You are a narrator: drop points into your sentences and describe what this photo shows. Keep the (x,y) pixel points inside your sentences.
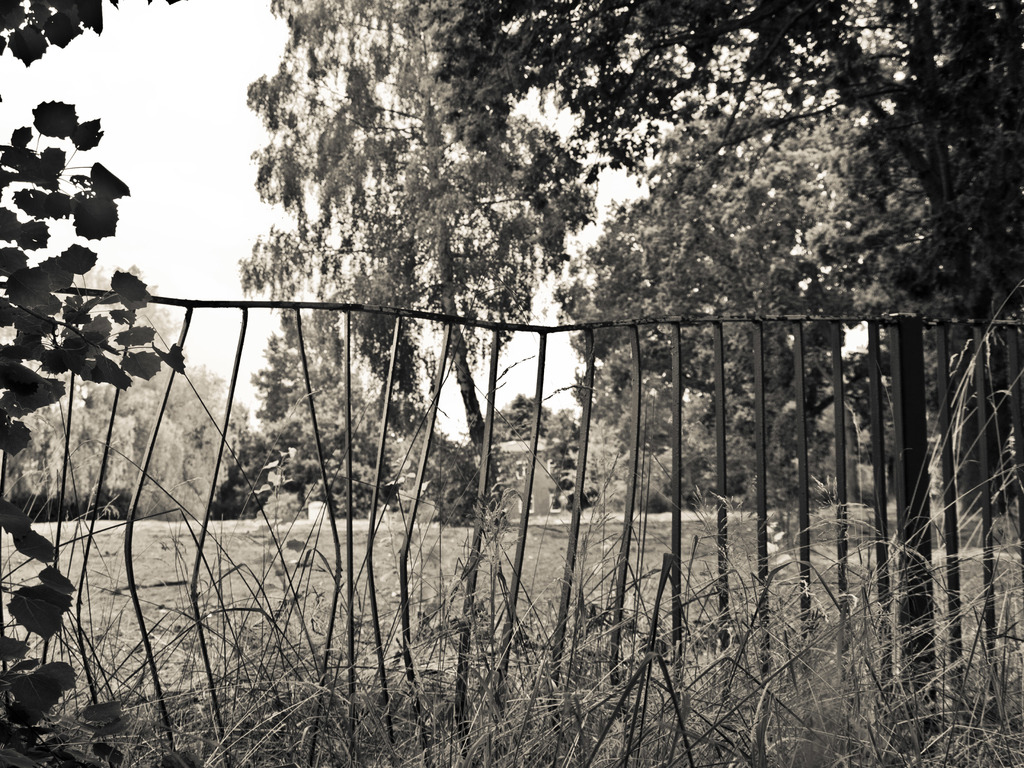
In this image I can see few trees (324,372), grass (237,746) and the metal railing (529,484). The image is in black and white.
